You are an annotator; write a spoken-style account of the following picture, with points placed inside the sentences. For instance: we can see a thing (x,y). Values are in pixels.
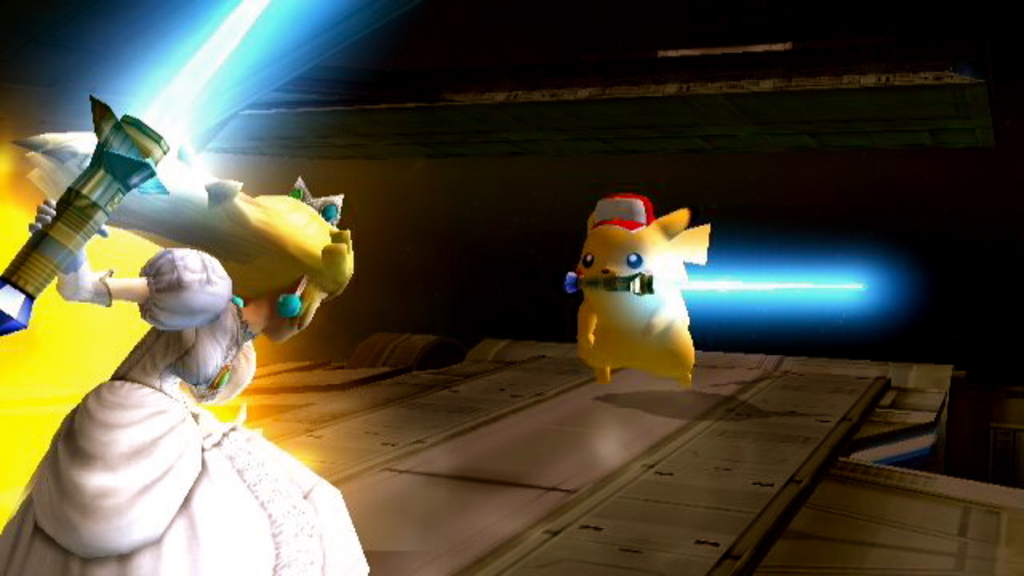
In this image we can see an animated picture of an animal (617,295), and a lady (184,310), there are holding objects (62,206), and the background (1014,207) is dark.
